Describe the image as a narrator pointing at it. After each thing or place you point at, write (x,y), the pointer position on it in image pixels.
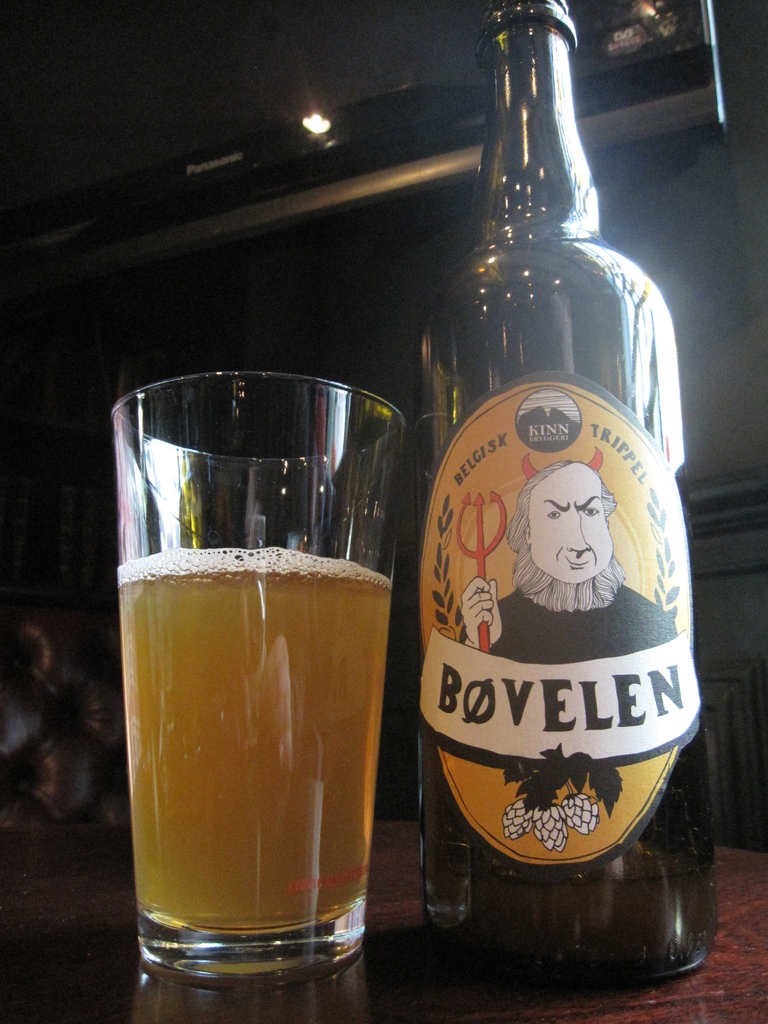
In this image I can see a beer glass (280,410) and the bottle (585,435).
